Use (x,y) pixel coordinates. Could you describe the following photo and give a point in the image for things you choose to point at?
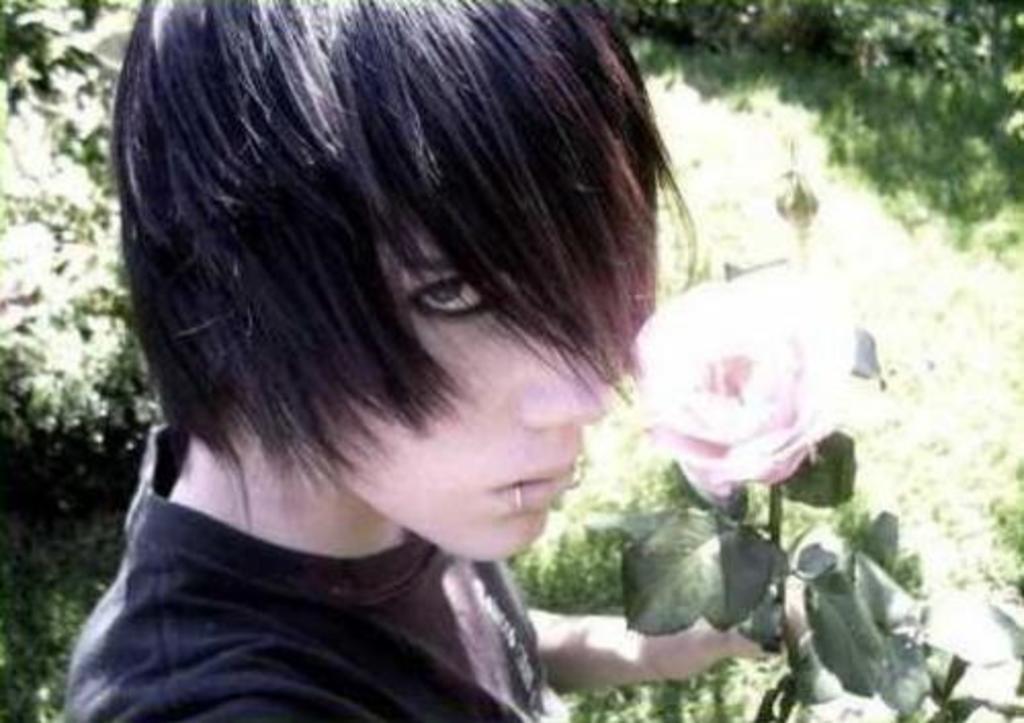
In the center of the image (618,250) there is a boy (164,694) holding a rose (720,490) in his hand (617,643). In the background of the image (723,34) there are trees (684,20). At the bottom of the image (663,701) there is grass (671,708).
